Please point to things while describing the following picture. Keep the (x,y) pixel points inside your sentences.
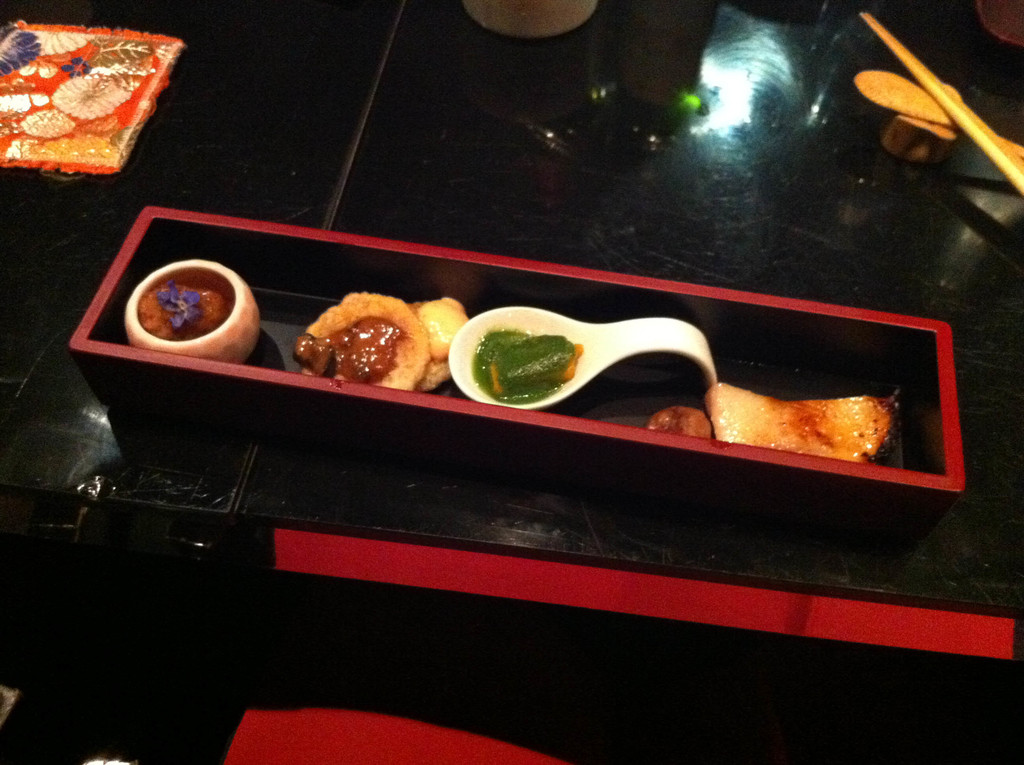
There is a table (448,113) with a red border (380,559) on that. On the table (565,581) there is a box (428,404). Inside that there are some food items (369,346), bowl (245,326) with a food item (197,310) and another spoon (630,344) with a food item (507,362). On the left side (63,92) there is something. On the right side (904,112) there is a chopstick rest (911,114) and chopstick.
